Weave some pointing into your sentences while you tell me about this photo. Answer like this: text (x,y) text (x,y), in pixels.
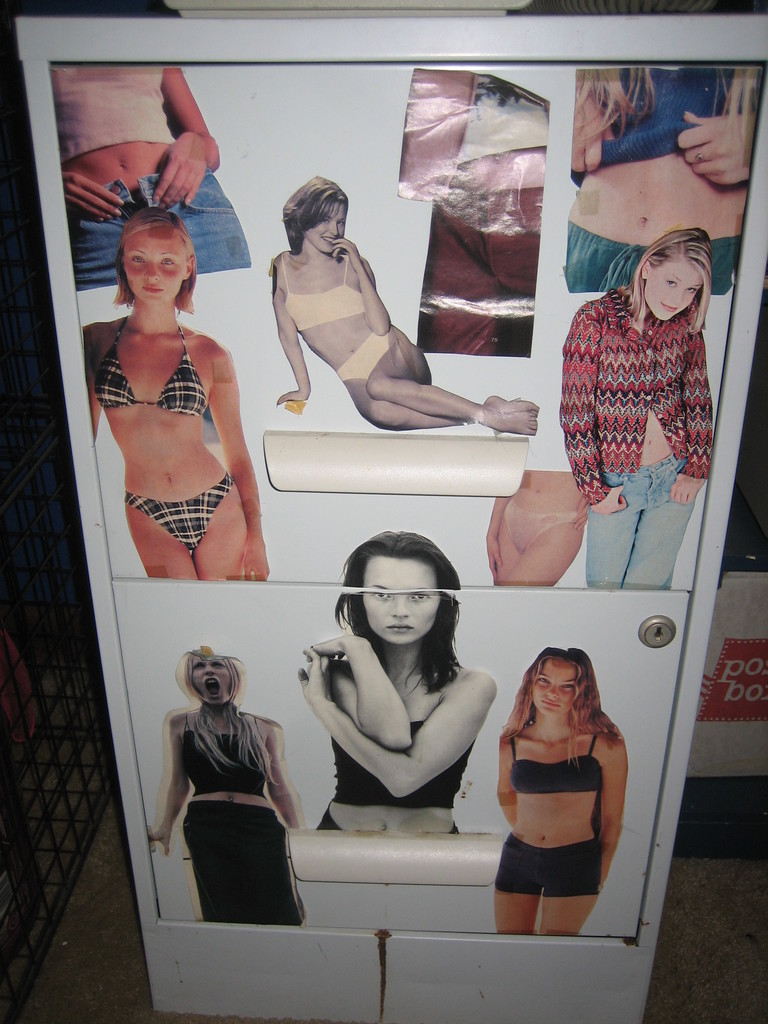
In this image there is an object (703,620), on that object (278,37) there are picture (211,357) of women (579,93).
